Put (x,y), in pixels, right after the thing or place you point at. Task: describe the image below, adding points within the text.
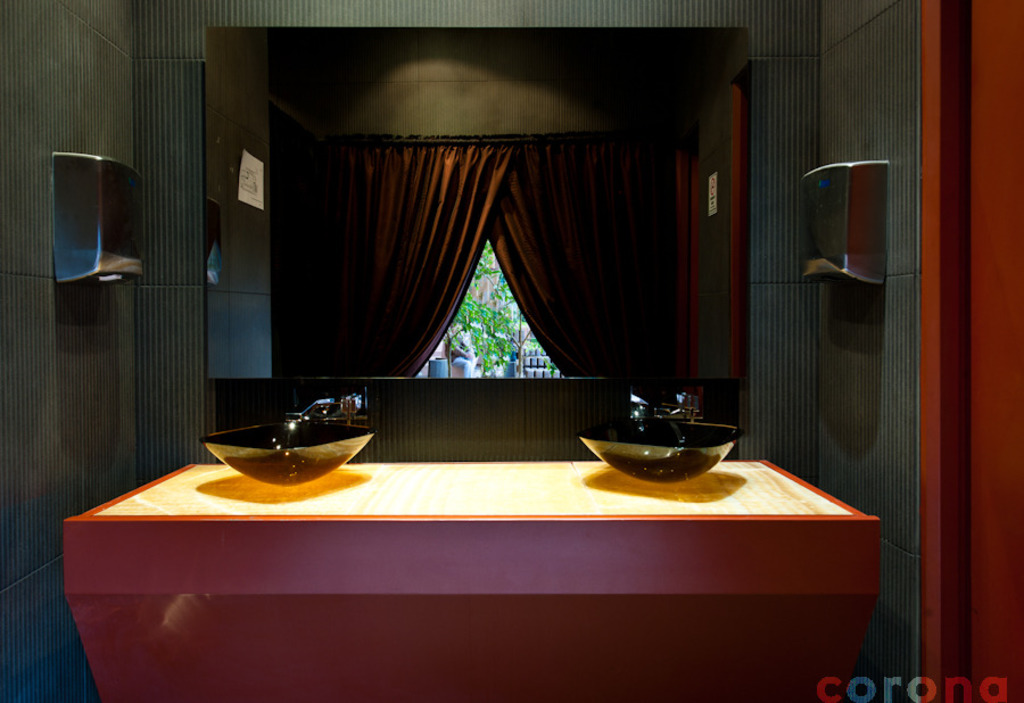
In this image I can see a room (178,236) and I can see a table (639,492), on the table (485,516) I can see two bowls (228,441) and I can see a curtain (449,232) and wall (603,89) visible in the middle (533,292).
